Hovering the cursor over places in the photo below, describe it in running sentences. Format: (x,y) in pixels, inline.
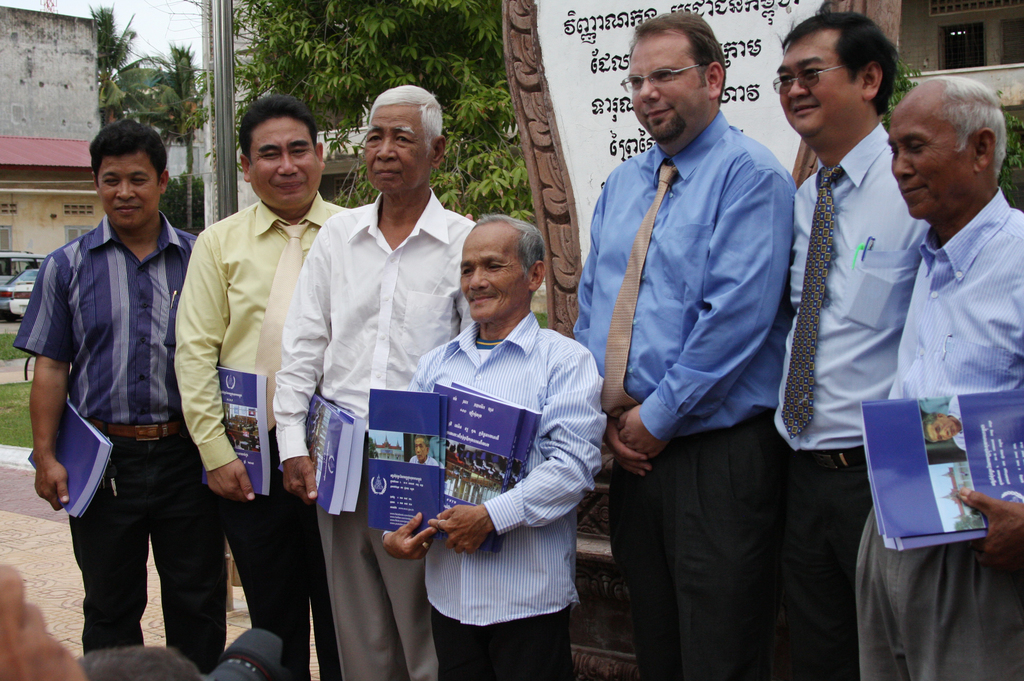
This picture is clicked outside. On the right (697,184) there are two men (755,198) wearing shirt (743,198), tie (650,218), smiling and standing on the ground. On the right corner (934,188) there is a man (983,222) wearing blue color shirt (972,328), holding some books (913,489), smiling and standing on the ground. On the left (150,269) we can see the group of men (102,192) wearing shirts (303,293), holding books (361,456) and standing on the ground (229,638). In the background (81,42) there is a sky (162,26), trees (331,66), buildings (972,44) and vehicles (17,295) parked on the ground (14,380) and we can see the green grass (8,396) and a banner (587,74) on which the text (733,7) is printed. On the left corner (16,602) there is an object (278,660).
